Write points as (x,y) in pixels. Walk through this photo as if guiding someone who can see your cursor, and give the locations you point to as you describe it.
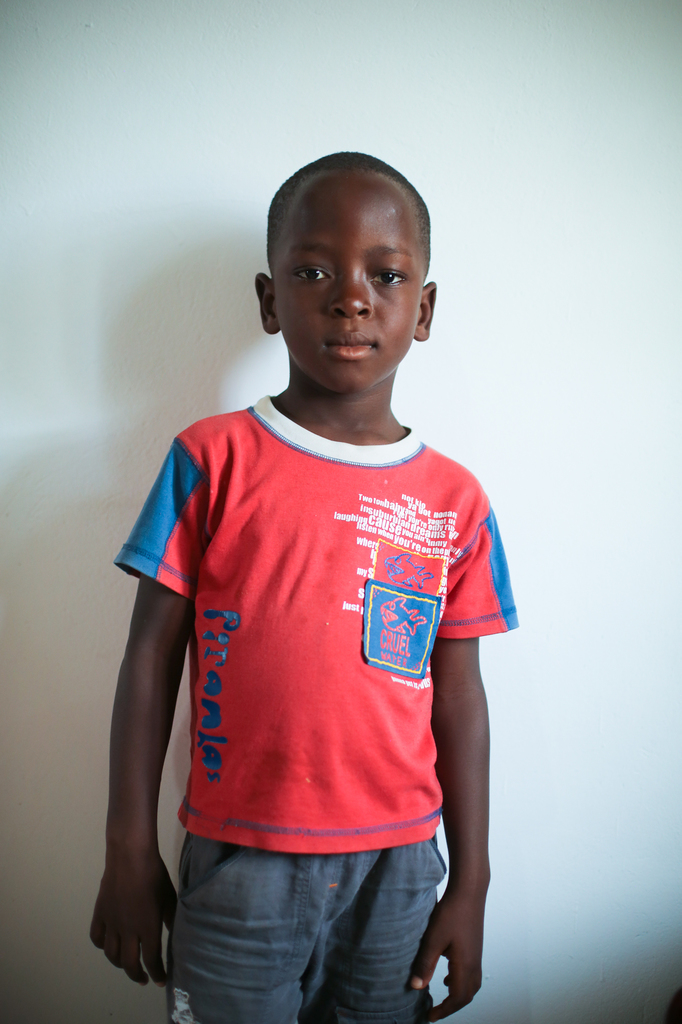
In this image I can see there is a boy (380,626) standing and there is a wall (97,218) in the background (81,212).
